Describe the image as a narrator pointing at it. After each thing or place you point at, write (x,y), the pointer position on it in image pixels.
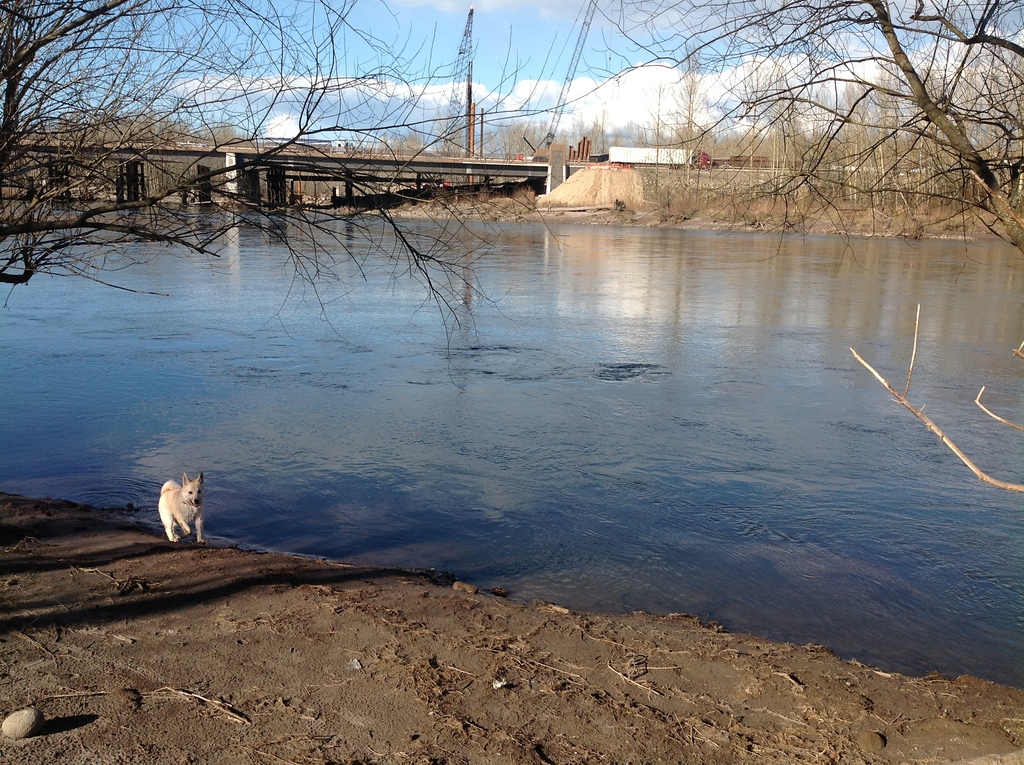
In this image we can see the river (206,482), one bridge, one dog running on the ground (331,711) beside the river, some objects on the ground (400,680), one crane (585,27), one antenna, some pillars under the bridge (548,155), some trees (27,223), some dried grass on the ground (645,171) and at the top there is the sky (733,62).
